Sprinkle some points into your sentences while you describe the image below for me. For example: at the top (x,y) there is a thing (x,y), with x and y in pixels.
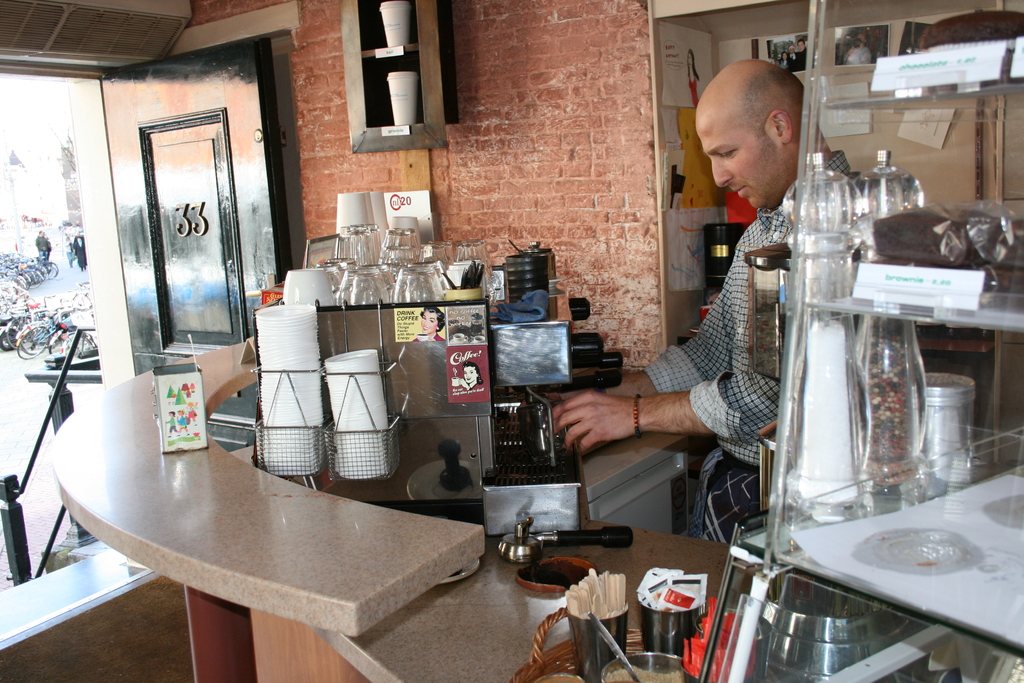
In this image in the front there is a table (518,600) and on the table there are glasses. There is a machine (478,344) and there are objects (621,600) and there is a man (741,279) standing. On the left side (155,217) there is a door (172,222) with some numbers (184,218) written on it and behind the door (196,266) there are bicycles (19,313) and there are persons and there is a railing (34,459) which is black in colour. On the right side (830,53) there are shelves (918,192) and in the shelf (899,196) there are glasses (888,211) and there are boards (919,84) with some text (916,69) written on it and on the wall (718,64) there are posters (710,53) and there is a shelf (456,85) hanging on the wall (461,99).
